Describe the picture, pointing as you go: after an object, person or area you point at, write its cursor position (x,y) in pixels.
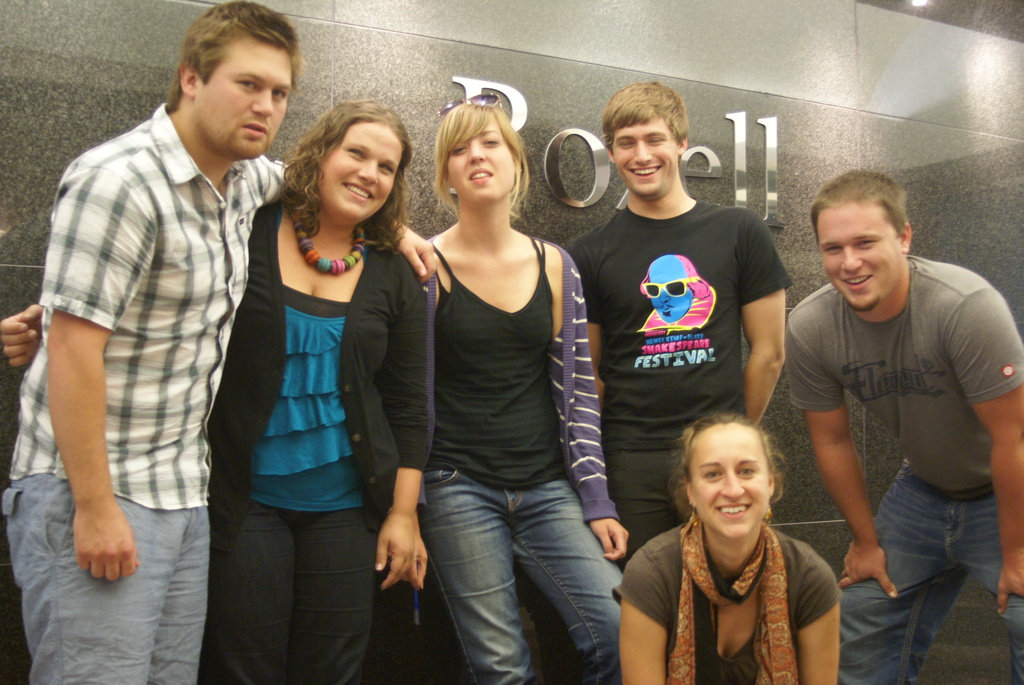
In this image I see few people (454,182) and I see that these 4 of them (838,355) are smiling and in the background (477,37) I see the wall (37,34) and I see something is written over here and I see the light (913,4) on the top (919,6).
